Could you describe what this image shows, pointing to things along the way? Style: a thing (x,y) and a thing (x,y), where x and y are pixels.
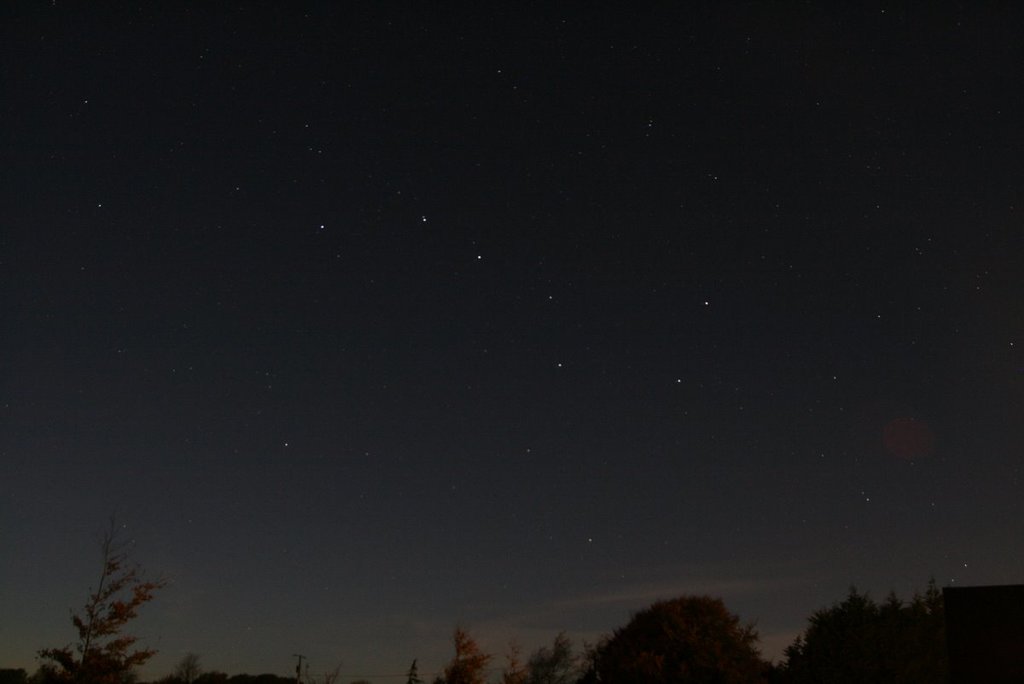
In the image we can see there are lot of trees (479,649) and there are stars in the sky (560,377).
